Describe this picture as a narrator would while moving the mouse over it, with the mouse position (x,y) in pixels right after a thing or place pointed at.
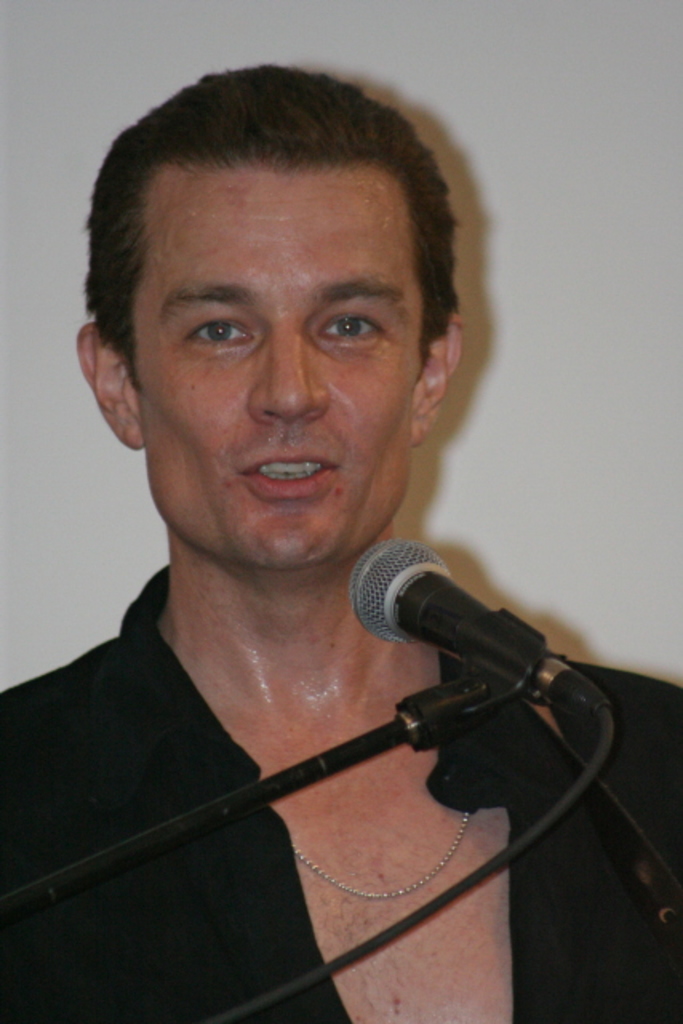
In this image there is a mike (434,638) with a mike stand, a person (250,694), and at the background (523,416) there is a wall (556,319).
